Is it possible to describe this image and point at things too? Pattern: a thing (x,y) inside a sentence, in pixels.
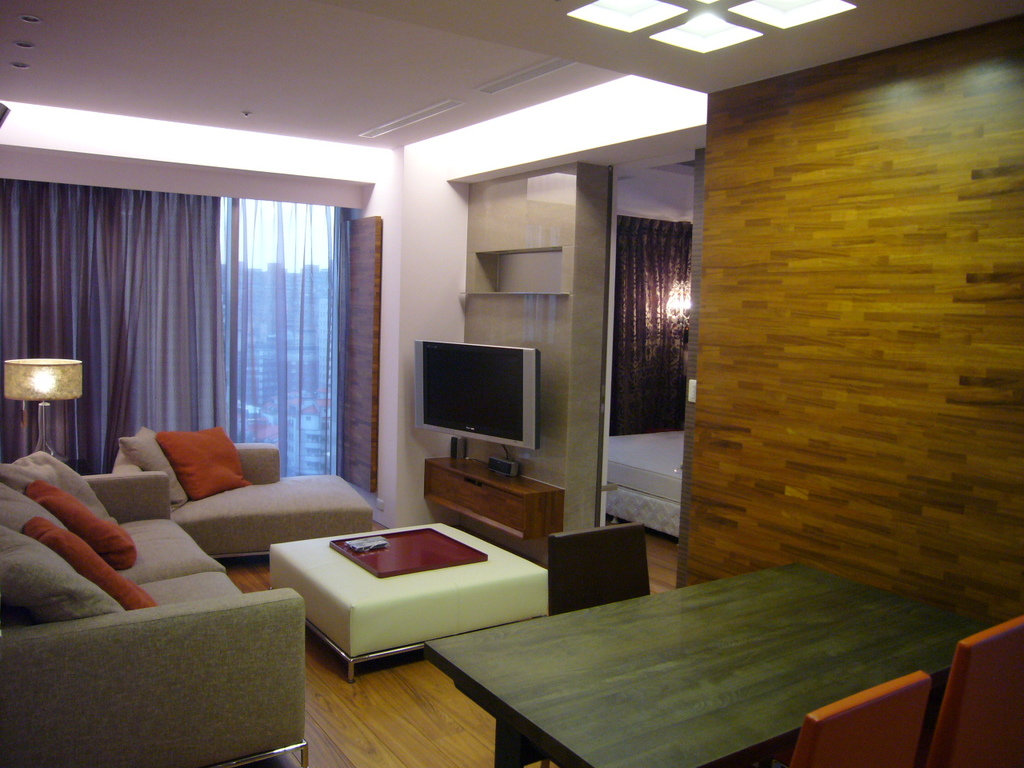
This picture is clicked inside the room (639,446). Here, we see dining table (694,647) and chairs (899,735) in orange color. Beside that, we see a wall (822,506). On the left side (186,518), we see sofa (161,577) on which cushions (84,553) are placed. Beside that, we see a lamp (17,369). Behind the lamp (14,392), we see a window (256,306) and a curtain (91,291) in purple color. In the middle of the picture (532,404), we see a television (510,396) is mounted above the cupboard (519,489). Beside that, we see a bed (638,460). At the top of the picture (165,38), we see the ceiling (461,7) of the room (354,170).
